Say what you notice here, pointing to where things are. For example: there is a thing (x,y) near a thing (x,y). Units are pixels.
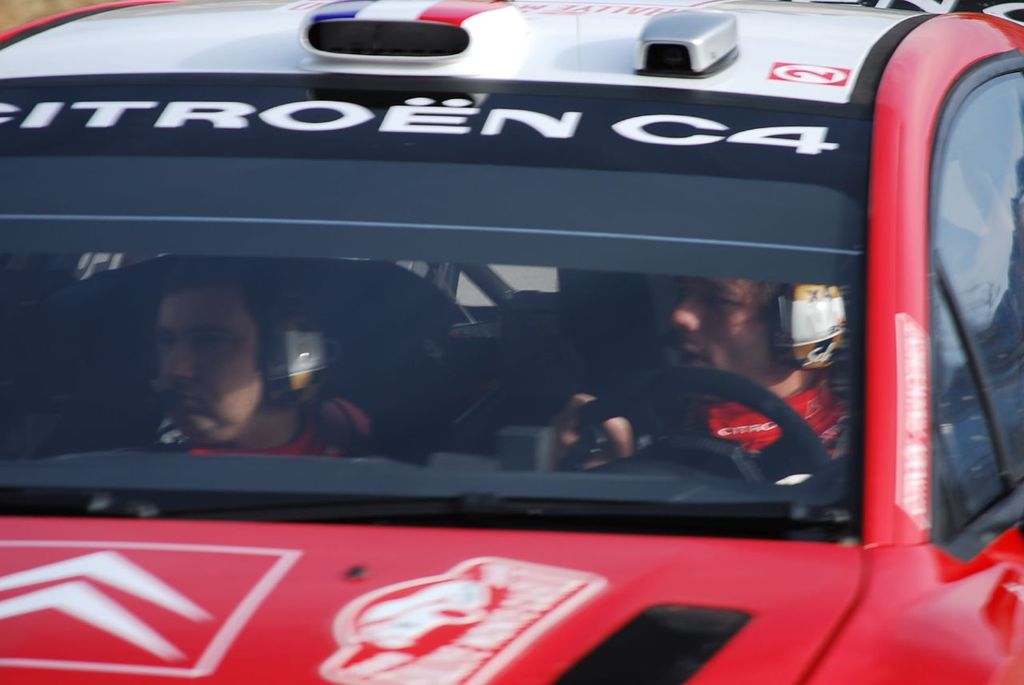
In the center of this picture (682,317) we can see the two persons (757,367) sitting in the red color car (569,122) and we can see the text (627,132) on the car (637,109) and we can see some other objects (656,40).
